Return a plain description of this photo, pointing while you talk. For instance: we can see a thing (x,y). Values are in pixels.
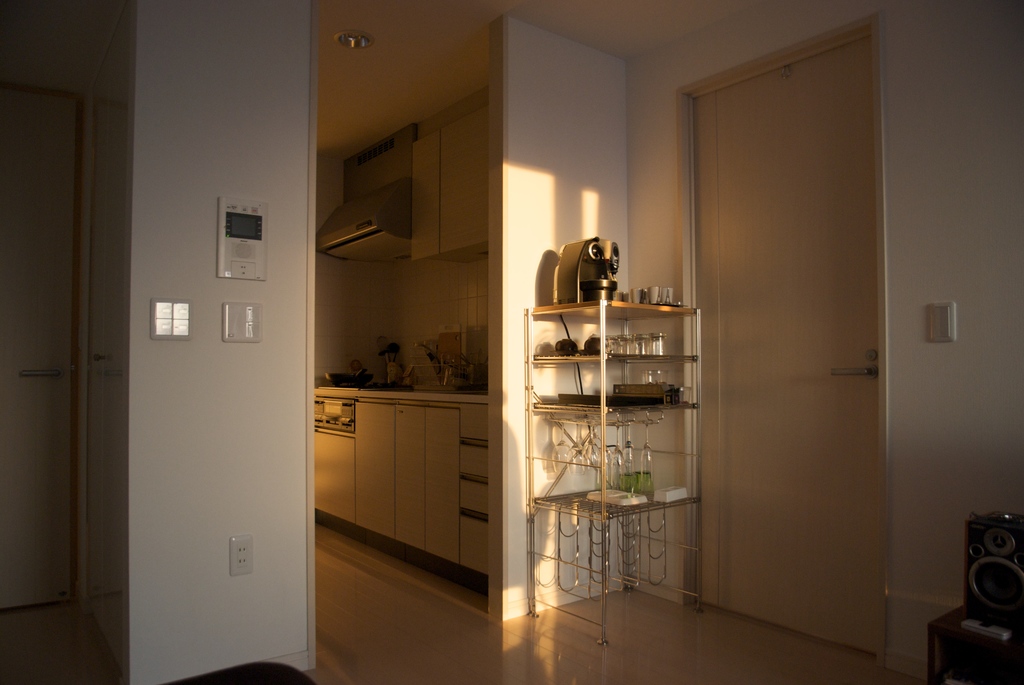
In this picture we can observe a door (715,389). There is a desk (349,394) on which some kitchen accessories (383,357) are placed. We can observe a chimney (362,237). There are white color cupboards (443,234). We can observe speakers (970,612) on the right side (999,594). There is a shelf (644,305) in which some glasses (649,481) are placed. On the left side (62,442) we can observe another door (31,252).
